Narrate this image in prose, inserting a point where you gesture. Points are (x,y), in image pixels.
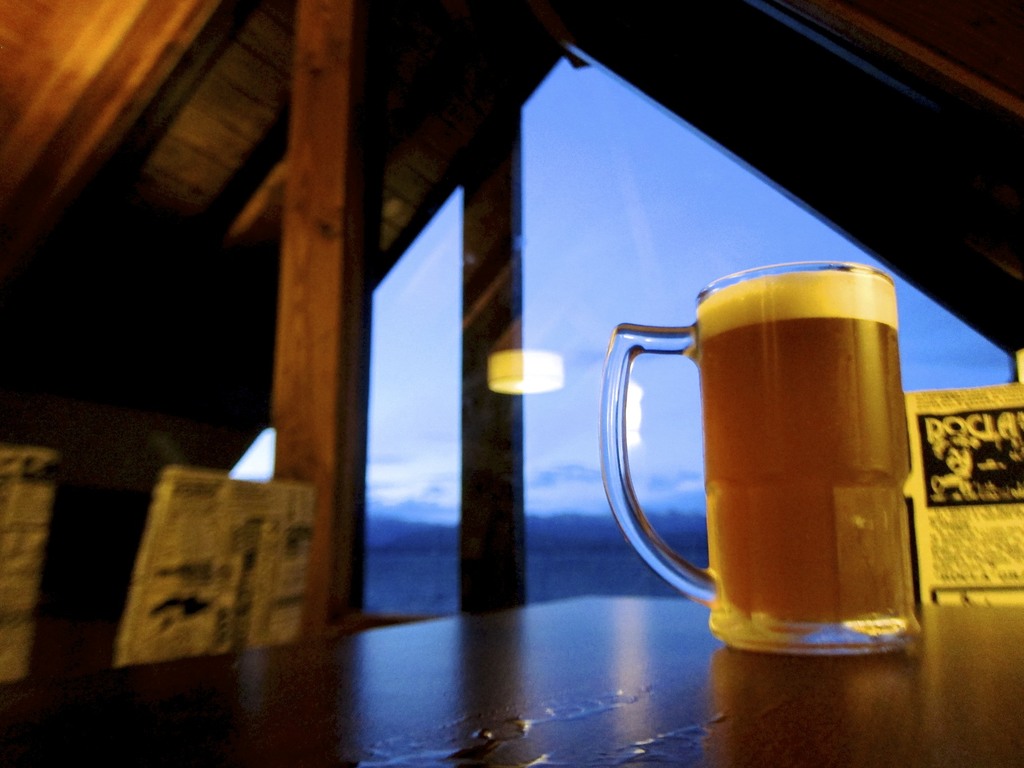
In this picture, we see a glass (840,395) containing the liquid (786,492) is placed on the table (697,612). On the right side (1016,409), we see a poster (957,502) with some text (956,535) written. On the left side (179,472), we see the papers (297,526) and the wooden poles (325,379). At the top (254,79), we see the roof (147,324) of the wooden building (889,155). In the background (658,248), we see the sky (620,229), which is blue in color.
